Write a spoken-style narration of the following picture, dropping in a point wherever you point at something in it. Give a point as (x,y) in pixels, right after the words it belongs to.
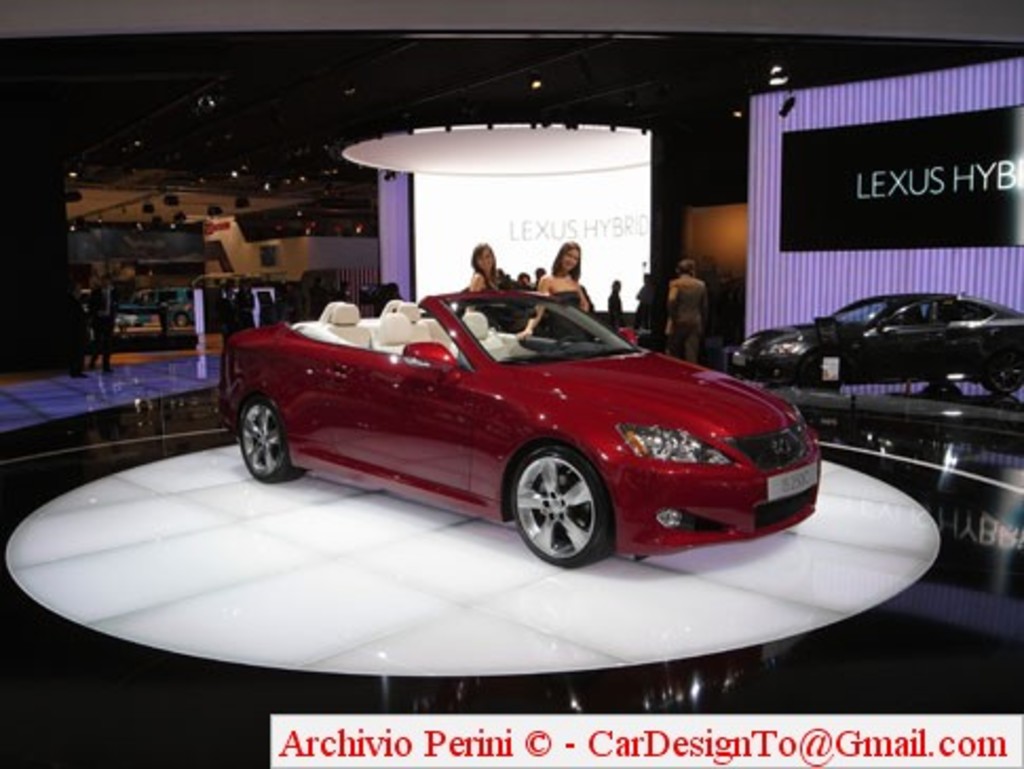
In the picture we can see a car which is red in color placed on the glass path (317,612) which is white in color and two women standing near the car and in the background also we can see a car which is black in color and to the wall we can see a board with a name as Lexus hybrid, and to the ceiling (217,188) we can see a light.
